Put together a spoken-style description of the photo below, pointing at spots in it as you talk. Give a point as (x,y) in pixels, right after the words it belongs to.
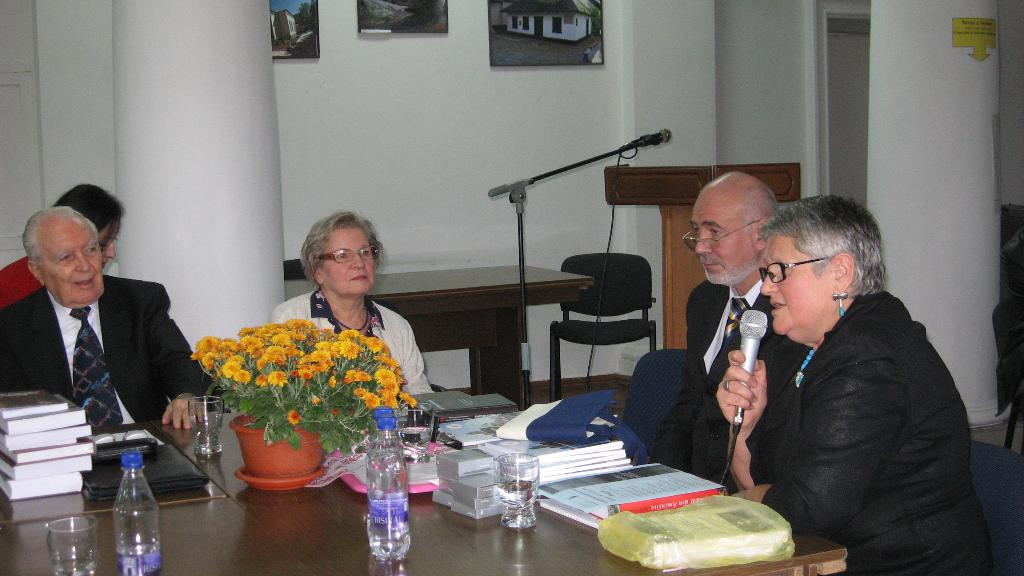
In this picture can see there are some people (690,370) sitting at the table (541,510) and this person (820,322) on the right (871,432) is holding a microphone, in the background (234,146) there is a pillar (235,163), a table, chair (605,288) and there is a wooden stand (625,175) and there is a microphone (521,180) here and there are some photo frames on the wall (472,180).
